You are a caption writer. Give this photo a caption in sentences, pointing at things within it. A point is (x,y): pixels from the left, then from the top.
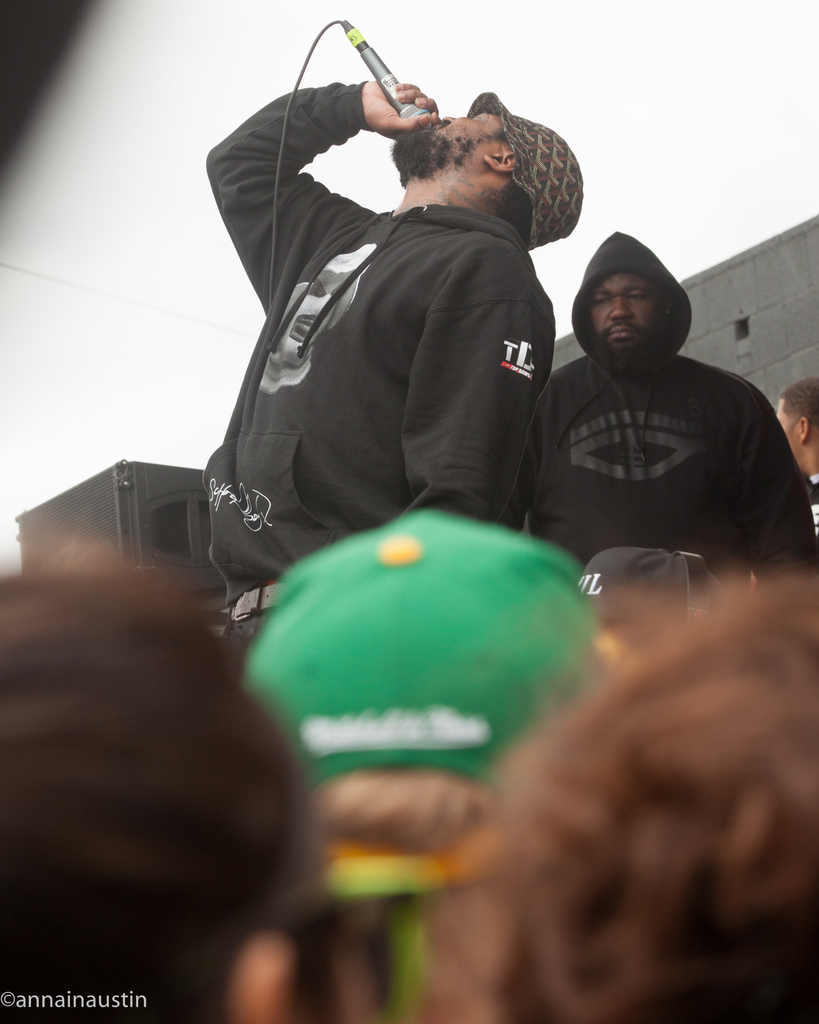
In this image we can see a few people (353,448), one of them is holding a mic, he is singing, also we can see the wall (705,316), and the sky (789,183).
